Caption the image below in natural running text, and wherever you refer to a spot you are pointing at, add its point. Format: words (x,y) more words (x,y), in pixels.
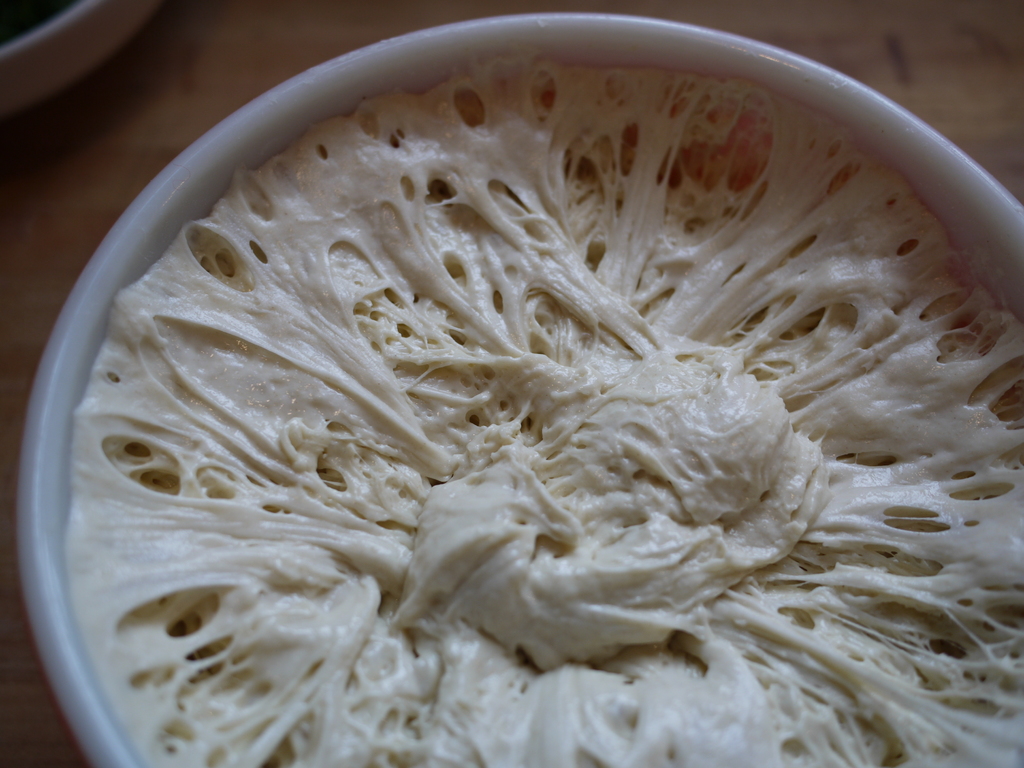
In this image in front (246,370) there are food items (450,267) in a bowl (272,133) which was placed on the table (957,68).
